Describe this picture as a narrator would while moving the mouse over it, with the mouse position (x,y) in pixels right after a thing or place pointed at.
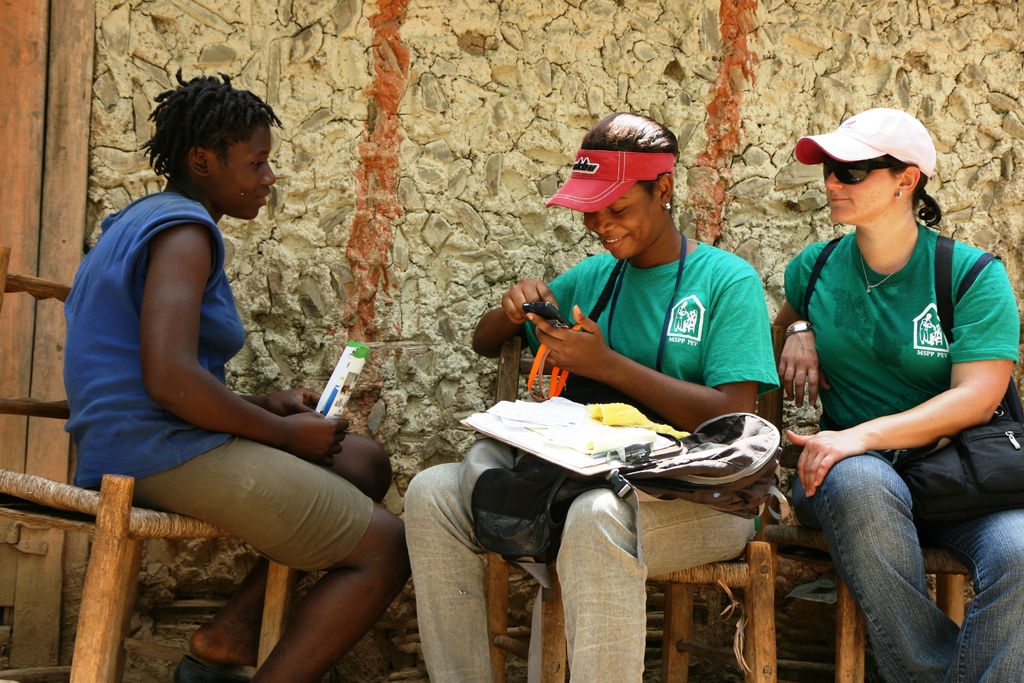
In this picture we can see caps (844,135), goggles (874,163), bags (1009,424), papers (560,445), writing pad (583,467), mobile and three people (704,420) sitting on chairs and smiling and in the background (662,117) we can see the wall (484,66).
